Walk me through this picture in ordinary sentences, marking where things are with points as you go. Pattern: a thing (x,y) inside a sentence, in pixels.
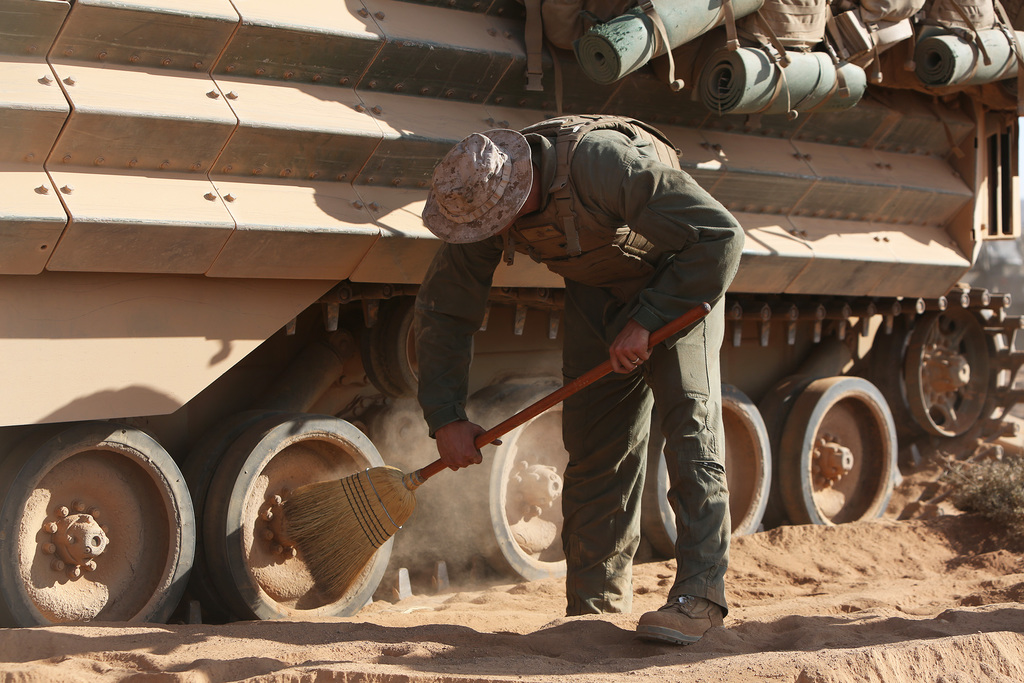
In this picture we can observe a person (565,226) standing on the ground (573,620). He is wearing a hat (474,187) on his head (470,196). He is cleaning the wheel (235,496) of a vehicle (250,219) holding a broomstick (326,529) in his hand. In the background (348,451) we can observe a vehicle (761,145).
